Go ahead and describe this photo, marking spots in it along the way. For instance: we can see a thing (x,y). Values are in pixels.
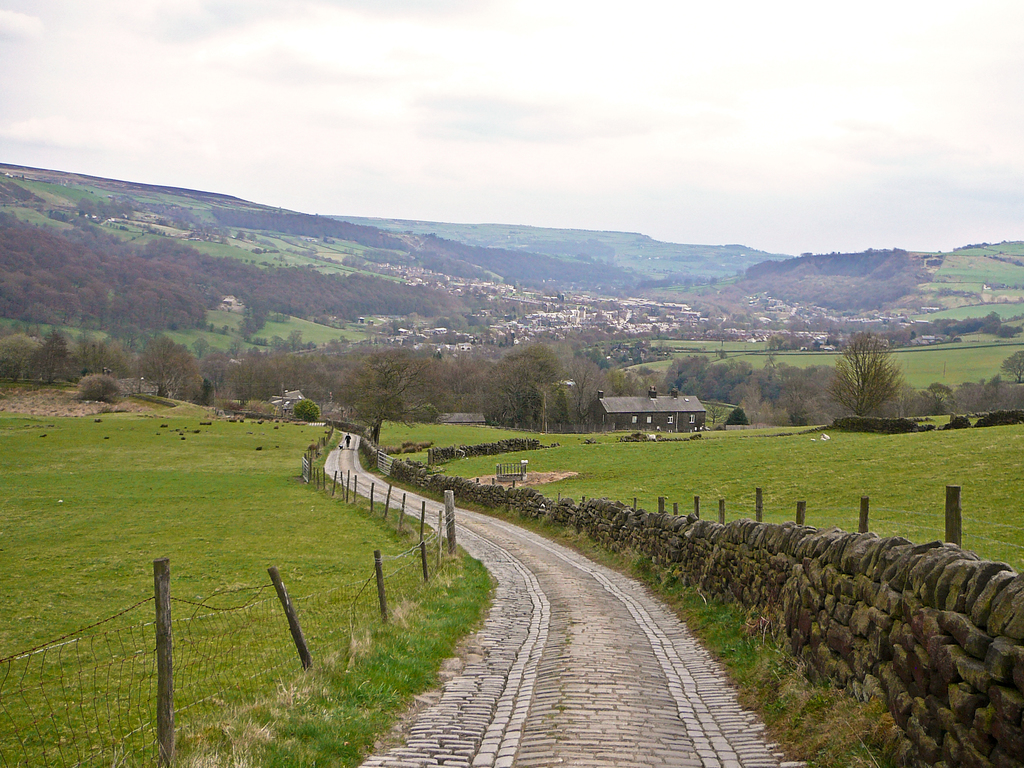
In this image, we can see fences (636,524), sheds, trees (323,312), poles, buildings (651,309) and hills (494,272). At the top (232,121), there is sky (216,116) and at the bottom (156,515), there is ground (183,492).
